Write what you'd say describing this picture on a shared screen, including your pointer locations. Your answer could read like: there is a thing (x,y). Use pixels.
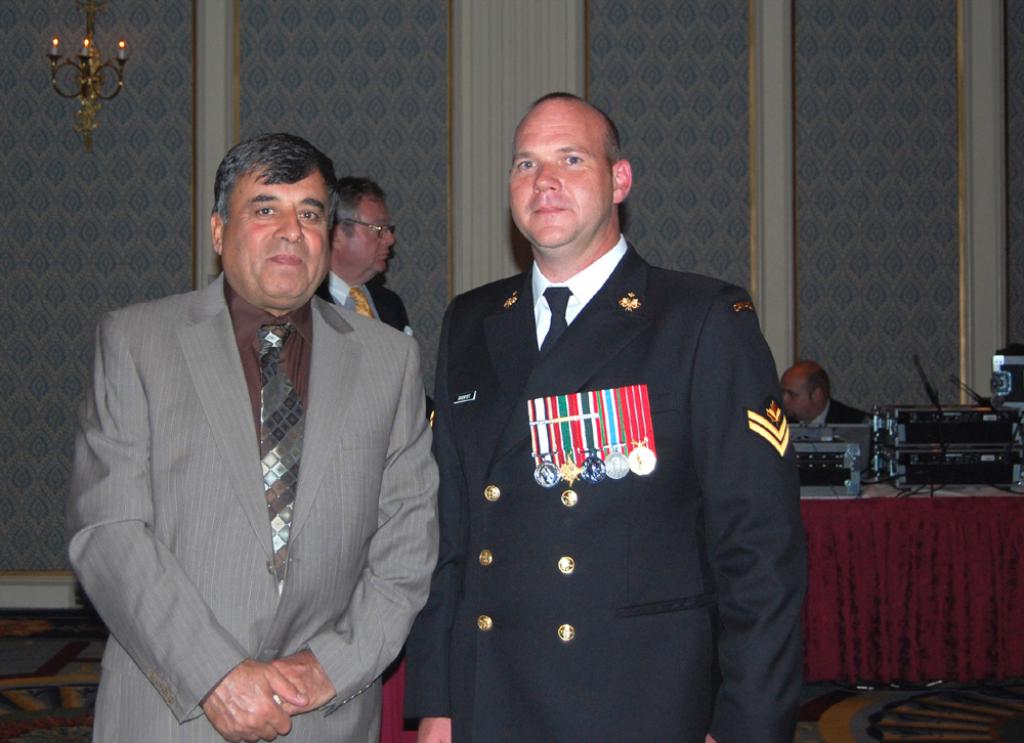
In this picture we can see there are three people (335,525) standing on the floor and behind the people (354,392) there is a man (819,377) is sitting and in front of the man (796,418) there is a table (844,503) and on the table (857,505) there are some machines (861,475). Behind the people (340,408), there is a wall (109,130) and chandelier (88,74).
